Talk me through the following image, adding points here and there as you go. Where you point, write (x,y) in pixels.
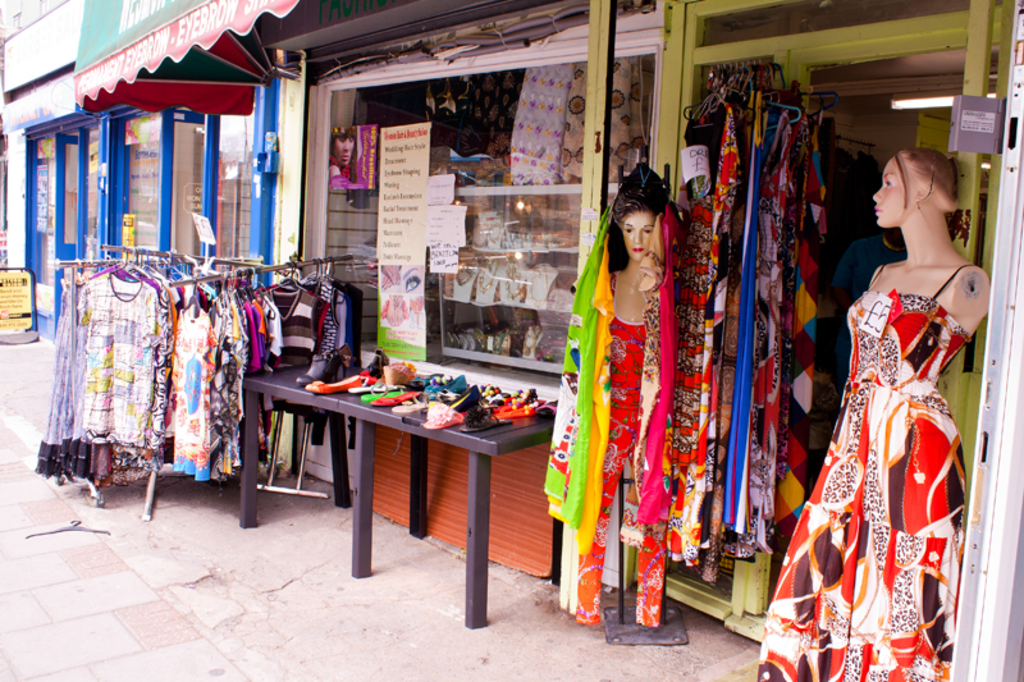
This image is taken in outdoors. In the left side of the image (331,309) there are few dresses (104,330) hanged to the hanger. At the bottom of the image (413,676) there is a floor (64,522). In the right side of the image (803,673) there is a mannequin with a dress (920,437). At the top of the image (170,25) there is a tent (220,95) and in the image there are few shops (454,195) with a doors (209,186). In the middle of the image (484,416) there is a table (481,440) and a footwear (408,385) were present on it.
